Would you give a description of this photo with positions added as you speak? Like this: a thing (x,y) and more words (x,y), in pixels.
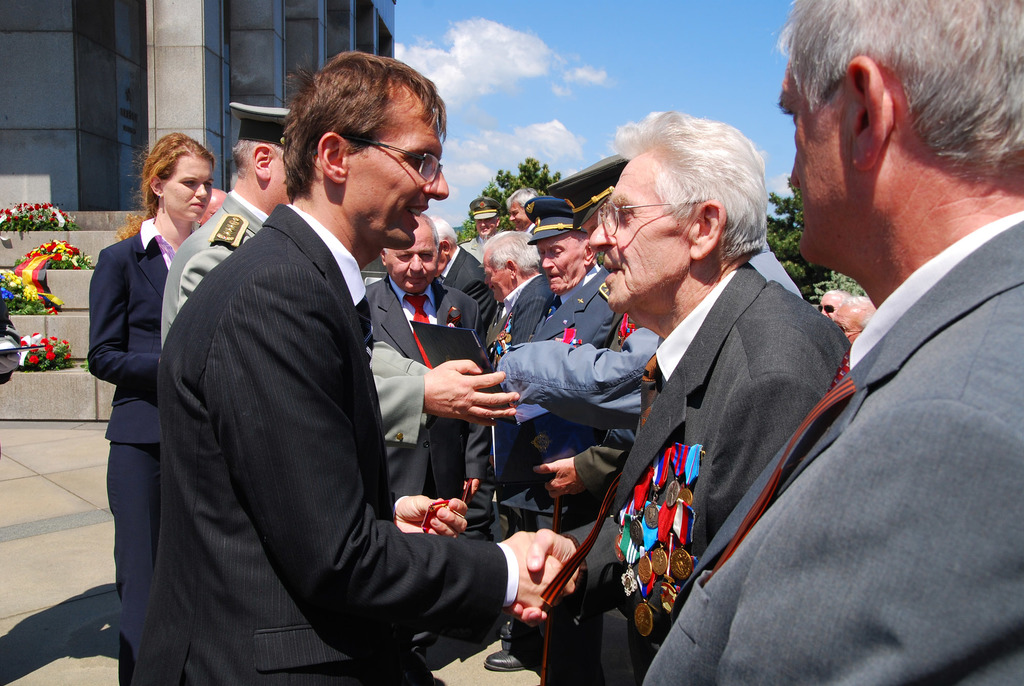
In the middle of the image (562,235) few people (373,74) are standing. Behind them we can see some trees (460,235) and building (60,148) and there are some plants (44,210). At the top of the image (792,6) there are some clouds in the sky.
